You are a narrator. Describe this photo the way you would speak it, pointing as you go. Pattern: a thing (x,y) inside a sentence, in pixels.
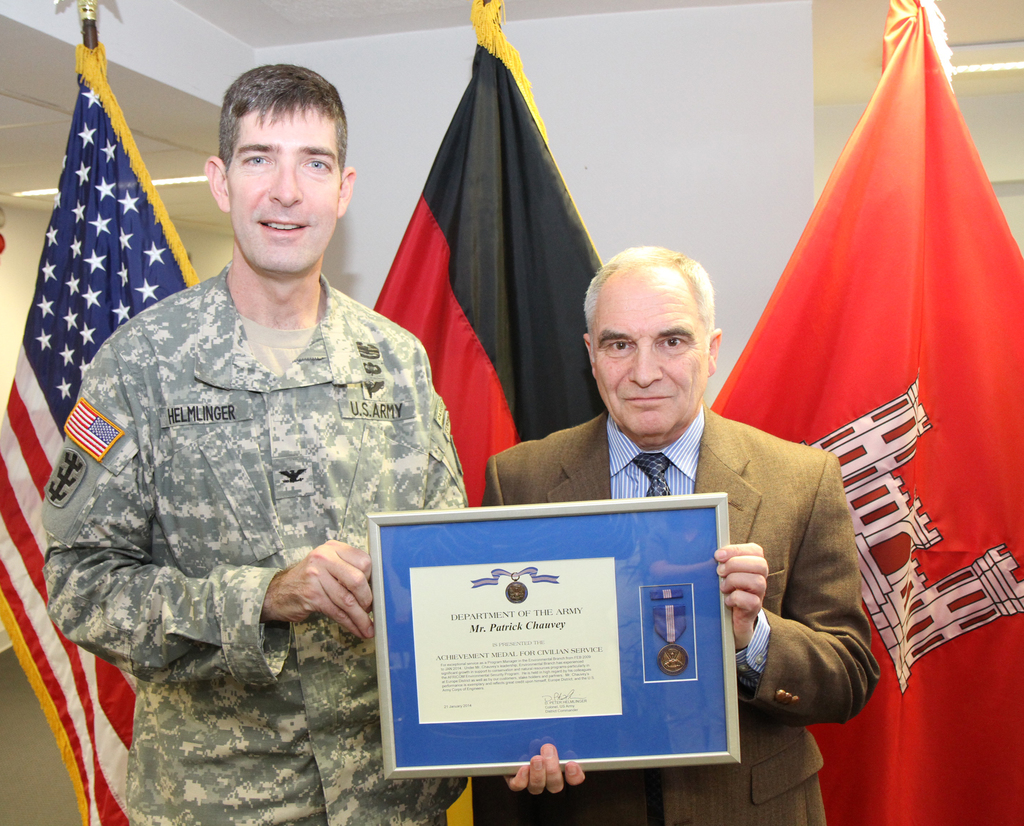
In this image I can see there are two persons (627,449) holding a frame (536,576), back side of them I can see three flags (887,142) and the wall (546,87).
